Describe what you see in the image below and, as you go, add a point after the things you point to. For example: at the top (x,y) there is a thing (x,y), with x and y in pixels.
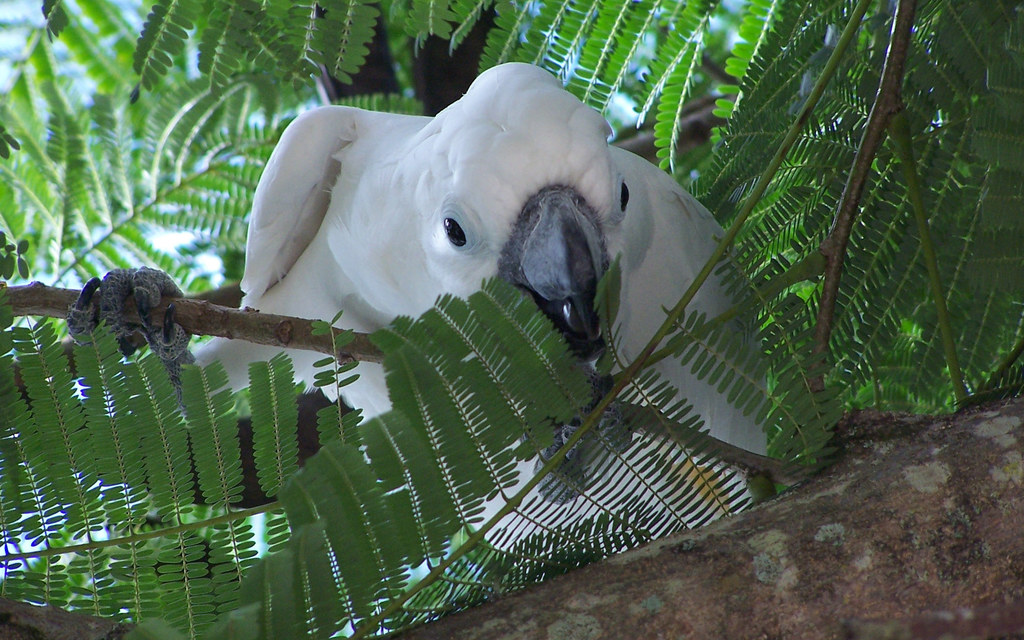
In this image I can see a bird (583,313). In the background (608,91), I can see the leaves (795,283).
